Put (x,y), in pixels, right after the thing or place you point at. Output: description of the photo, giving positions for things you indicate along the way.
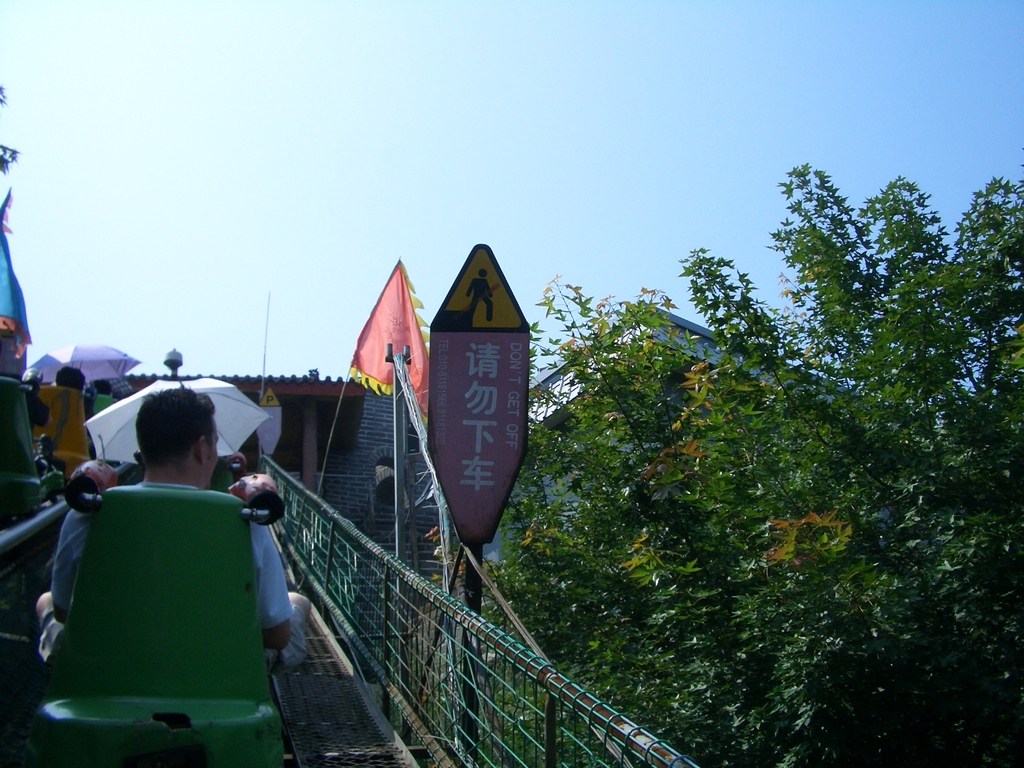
In this picture we can see some people (73,528), sheds (339,502), trees (983,497) and path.
